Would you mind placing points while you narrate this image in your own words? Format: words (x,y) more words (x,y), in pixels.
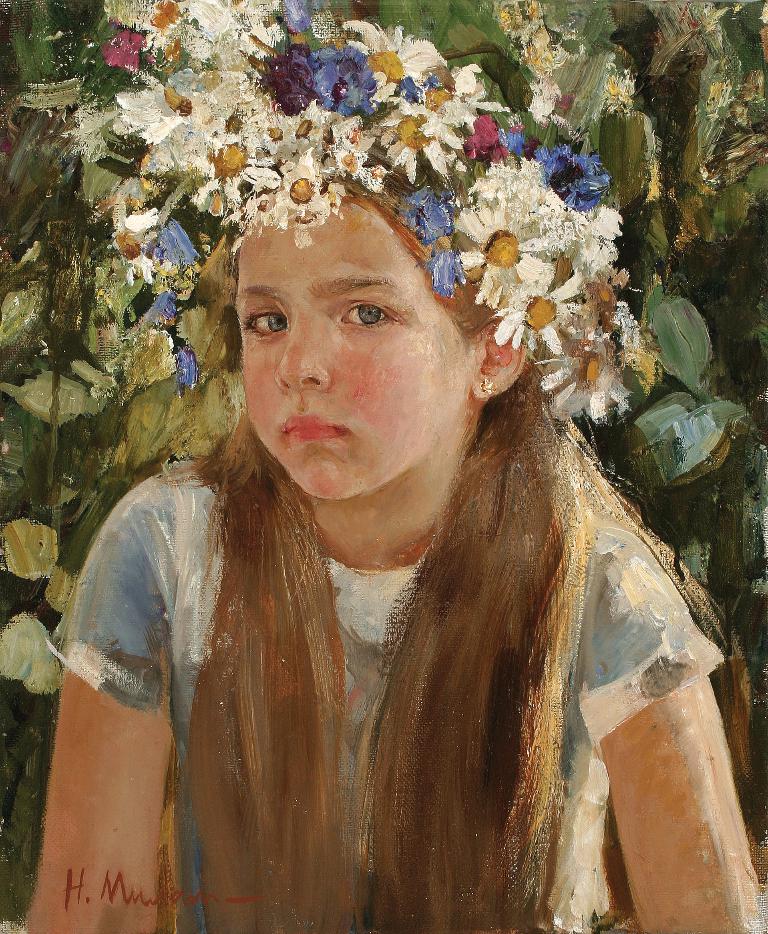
This is a painting. Here we can see a girl (339,578), flowers (490,165), plants (81,270).
